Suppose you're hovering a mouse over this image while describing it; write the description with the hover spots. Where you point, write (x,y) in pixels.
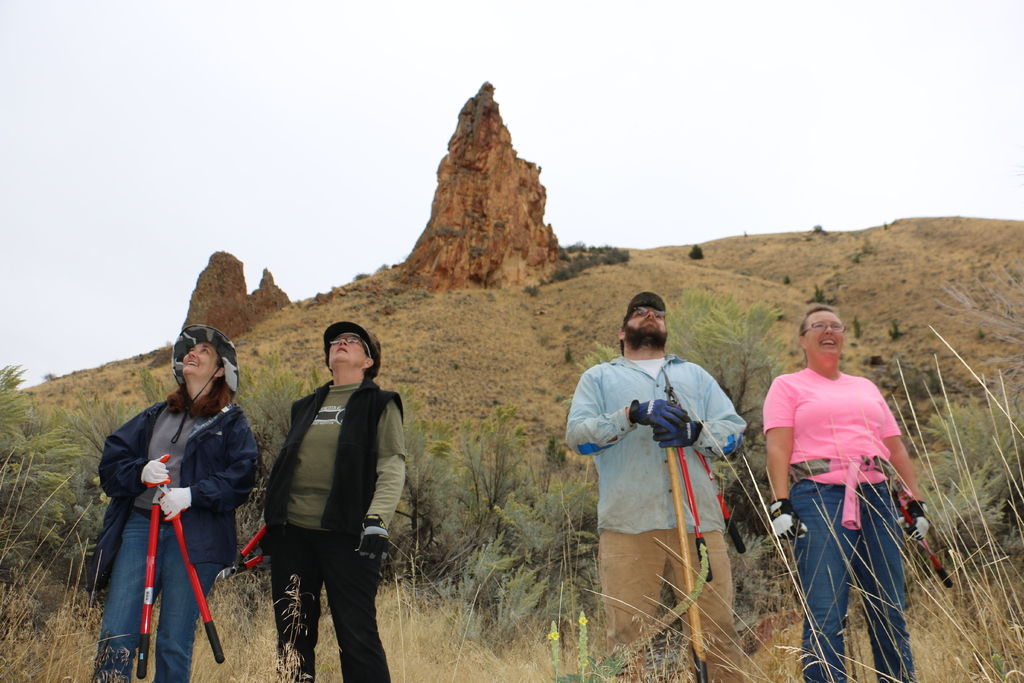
In this image in the front (291,533) there are persons (327,495) standing. In the background (517,320) there is grass (428,323) on the ground (416,334). There are plants (428,465) and there are rocks (417,270). On the right side (846,485) in the front (843,491) there is a woman (844,490) standing and smiling.
